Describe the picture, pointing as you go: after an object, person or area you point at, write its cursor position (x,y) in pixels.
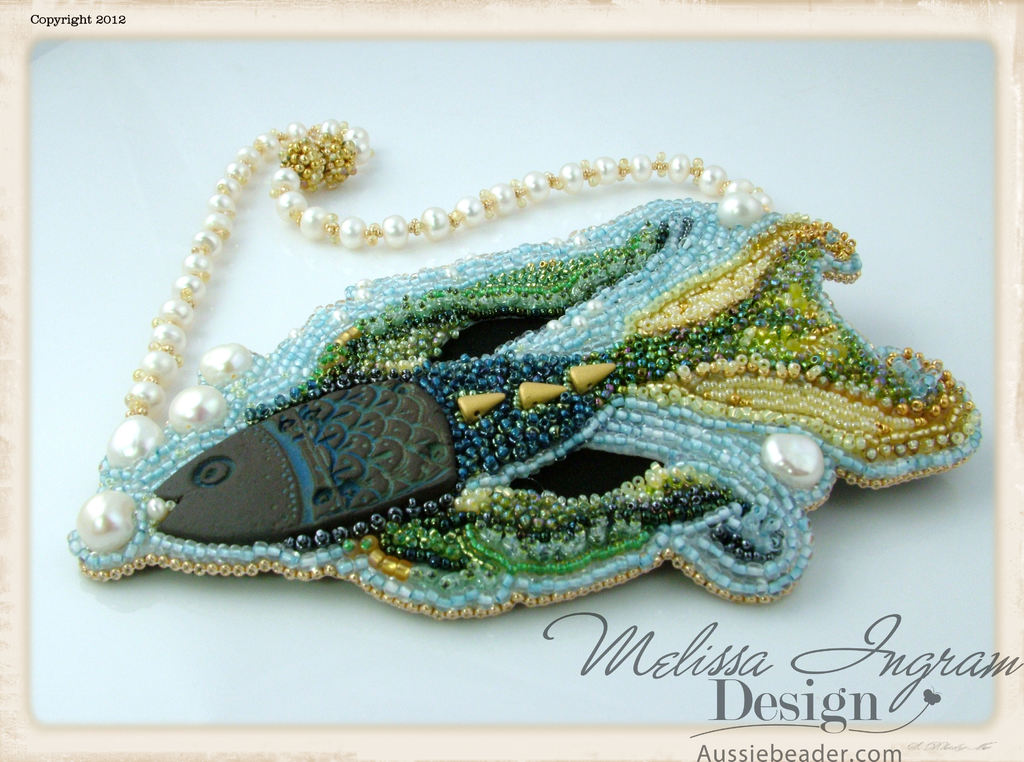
In this image I can see an object (337,469) to which I can see number of beads (536,422) which are blue, gold, cream and black in color are attached and I can see few pearls (568,179) which are white in color to the object (488,303). I can see the object (604,336) is on a blue colored surface (717,141).
